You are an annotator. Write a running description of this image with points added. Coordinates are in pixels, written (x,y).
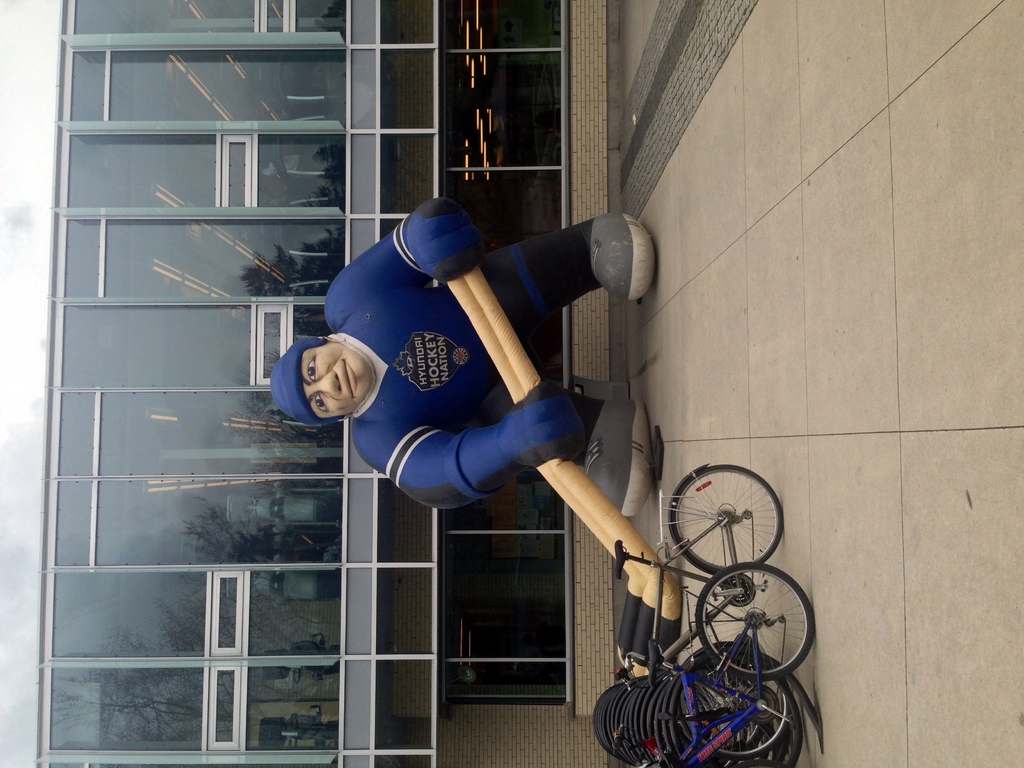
This picture shows a air balloon (633,412) and we see few bicycles (676,569) parked on the side and we see a building (166,3).
